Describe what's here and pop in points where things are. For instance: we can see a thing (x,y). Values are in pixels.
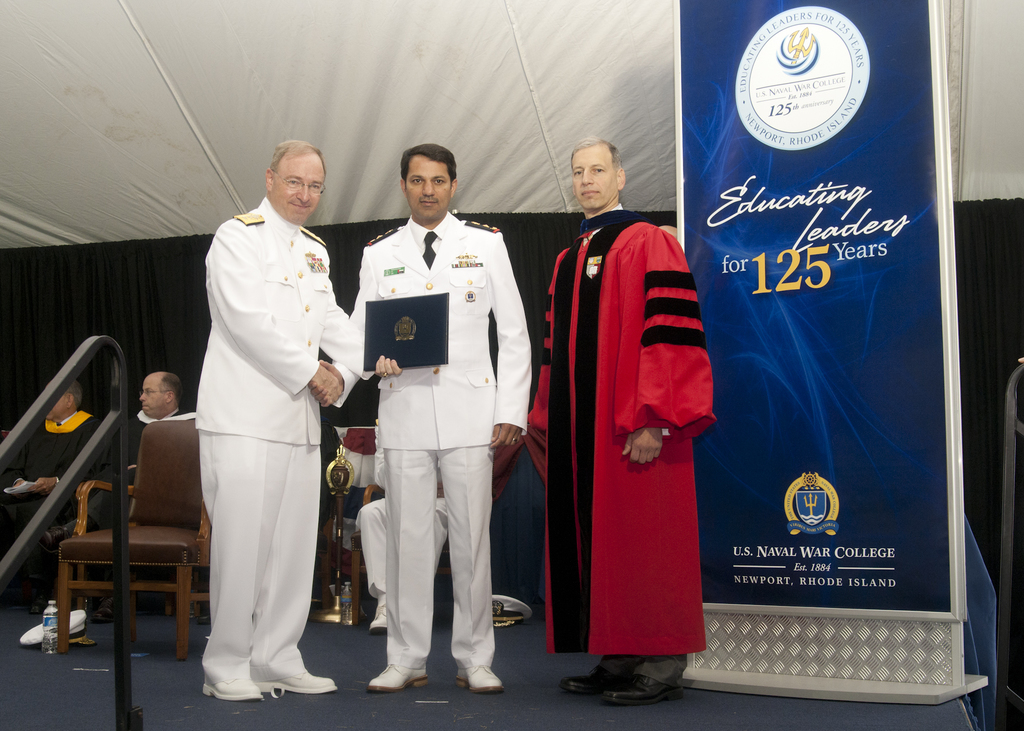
In this image we can see the people (417,562) standing on the stage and holding a frame (413,337). And at the back (379,585) there are people (107,446) sitting on the chair (132,511). And there is a stand (340,570), banner (787,262), curtain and tent (476,96).
